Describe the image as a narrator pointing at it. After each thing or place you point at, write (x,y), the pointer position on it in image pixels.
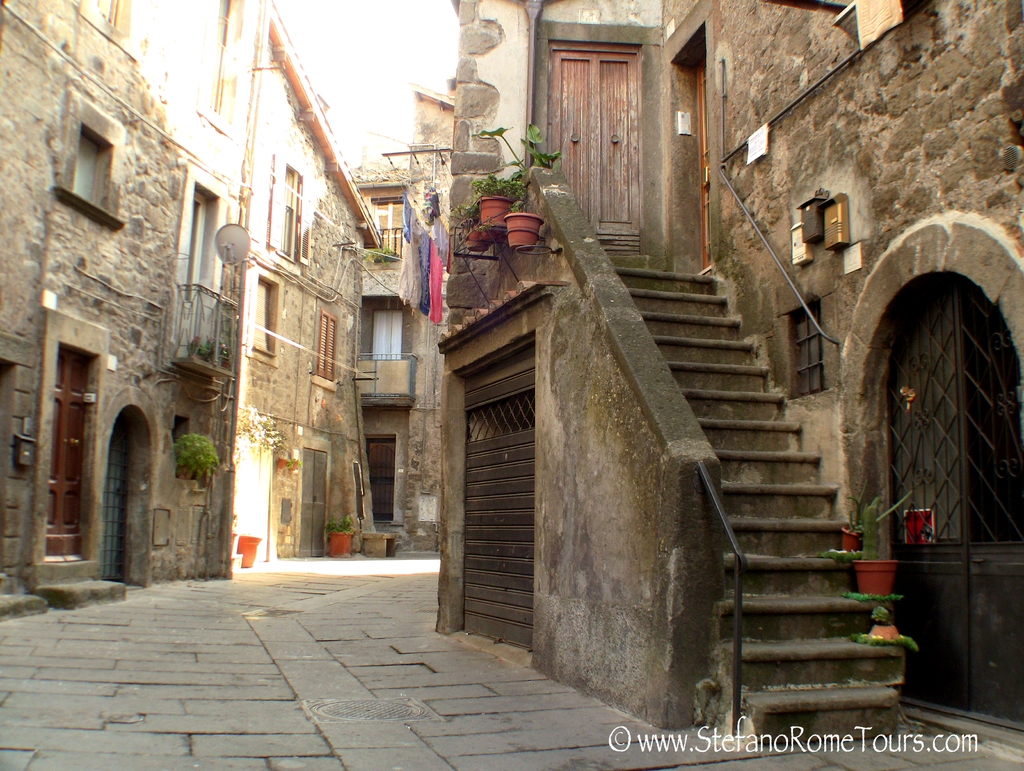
In front of the image there are stairs (698,369) into the building (671,222), in this image there are buildings (253,331) with doors (50,498) and windows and there are a few flower pots (478,226).
